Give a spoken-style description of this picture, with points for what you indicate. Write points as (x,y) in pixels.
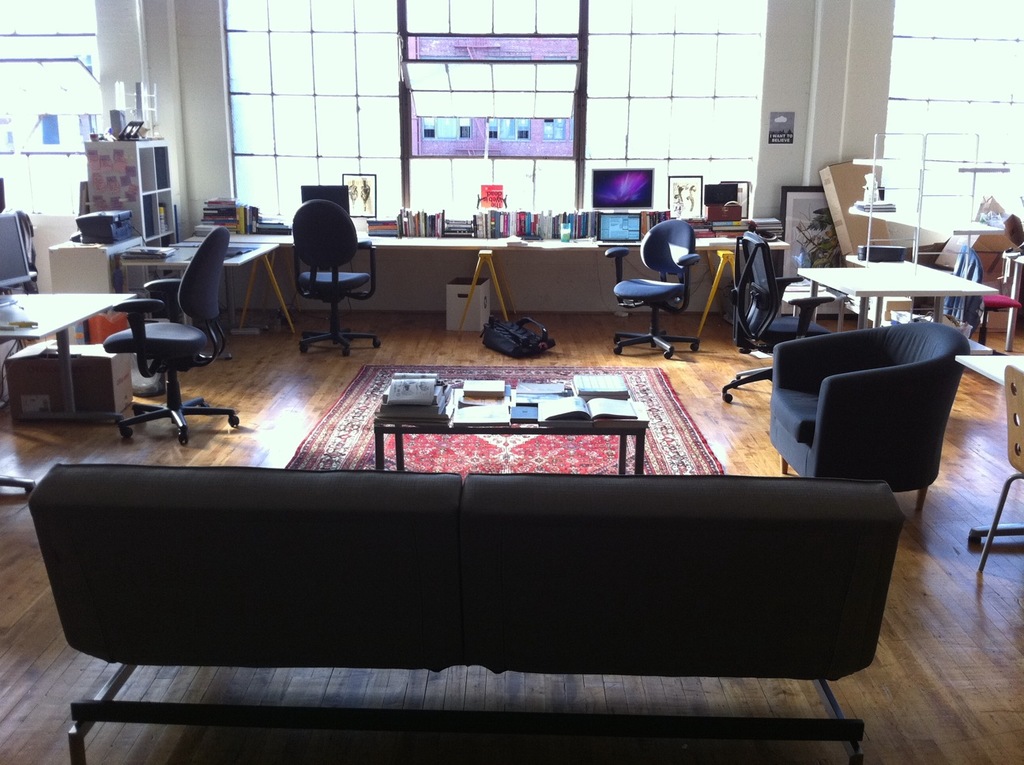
In this picture there is a chair (185,295). There are books (588,223), table (609,427) carpet (661,433), a rack (152,212), box (104,369).
